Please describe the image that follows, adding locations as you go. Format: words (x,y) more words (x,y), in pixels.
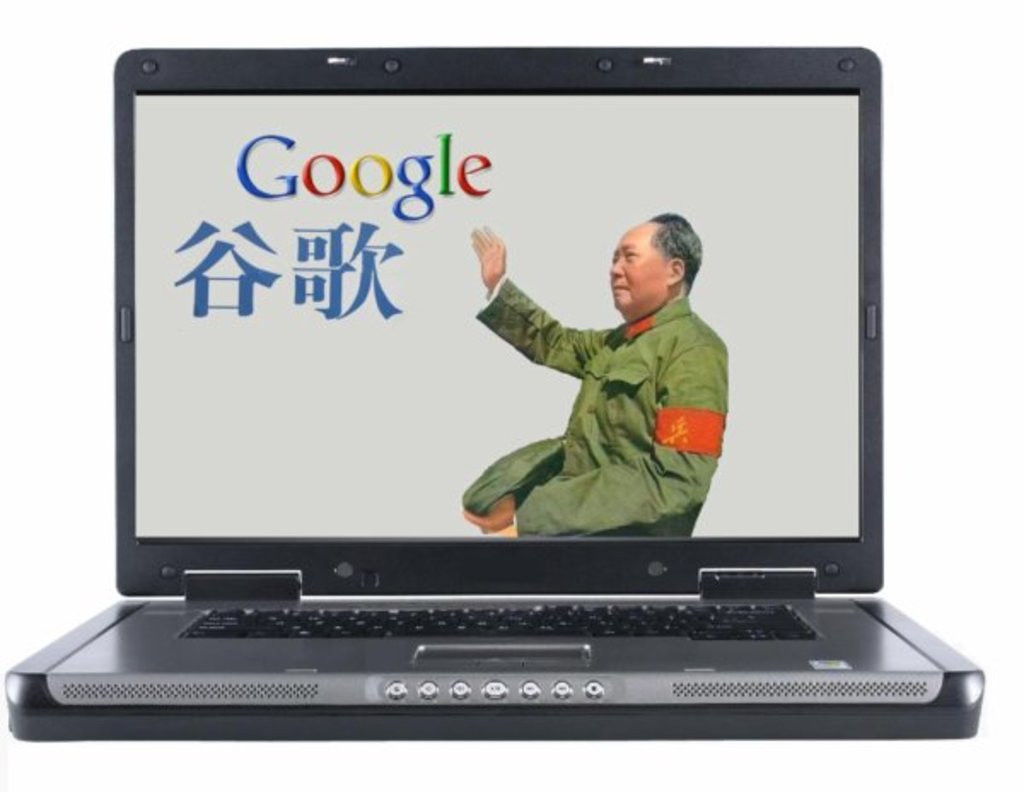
In this picture there is a laptop (594,161). On the screen (636,266), there is a person (538,483) standing and holding the cap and there is text (335,233). At the bottom (608,628) there is a keyboard (645,628), there is text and there are numbers (549,616) on the keys (696,633).
